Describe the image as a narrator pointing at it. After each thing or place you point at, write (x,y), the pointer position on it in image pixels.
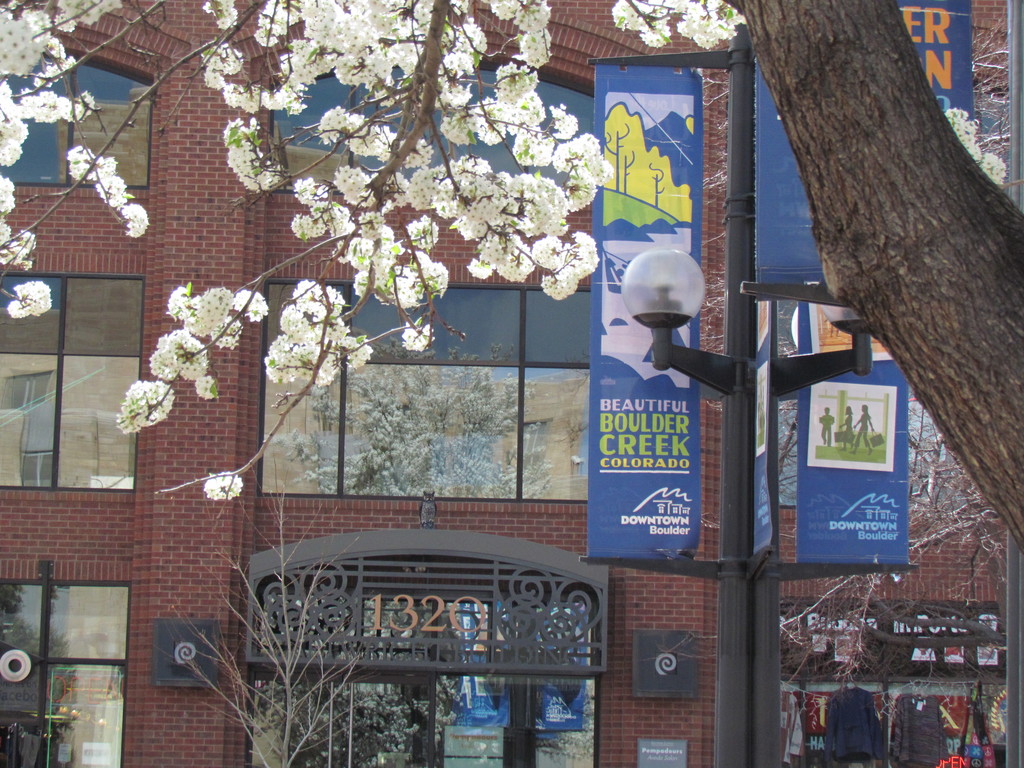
This is a building (407,455) with the windows (425,431). I can see a tree (435,204) with the flowers (419,155). On the right side of the image (839,159), that looks like a tree trunk (904,313). These are the banners (861,514) hanging. I think this is a light pole (772,756). At the bottom right side of the image (908,715), I can see the clothes (879,727) hanging to the hangers (919,697).
